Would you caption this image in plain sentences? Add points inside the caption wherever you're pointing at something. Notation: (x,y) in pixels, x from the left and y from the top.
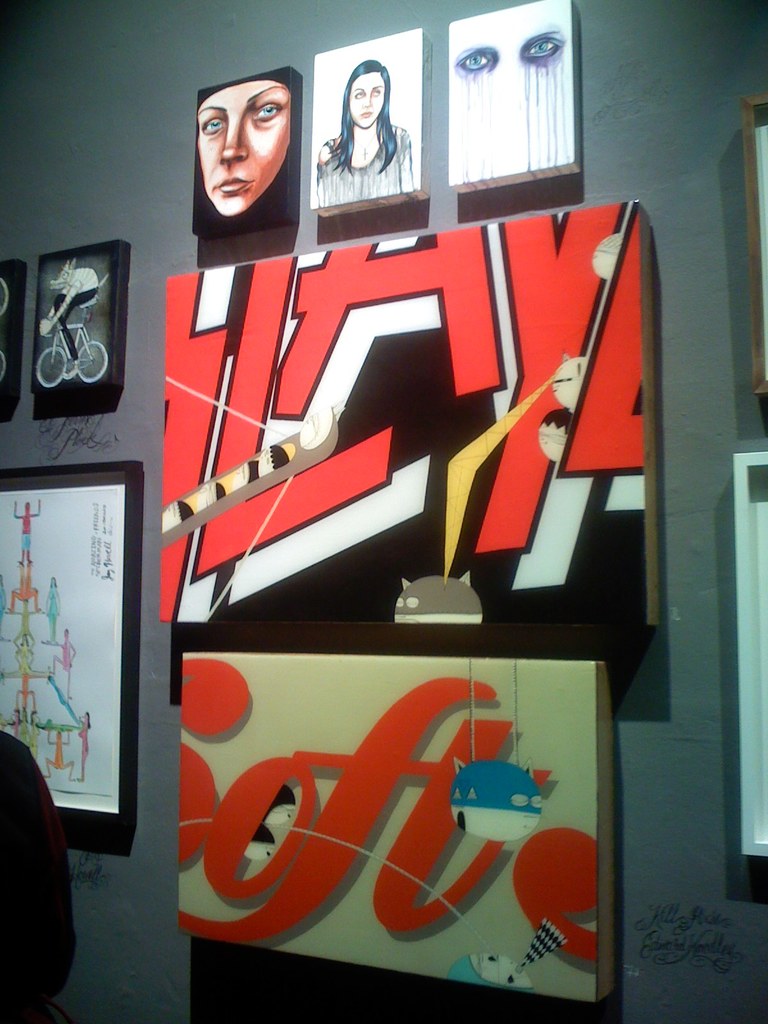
In this image there is a wall (667,158) on which there are photo frames (59,384) and some paintings (356,622) on it. In the middle (378,580) there are two boards (398,608) attached to the wall (701,208).
